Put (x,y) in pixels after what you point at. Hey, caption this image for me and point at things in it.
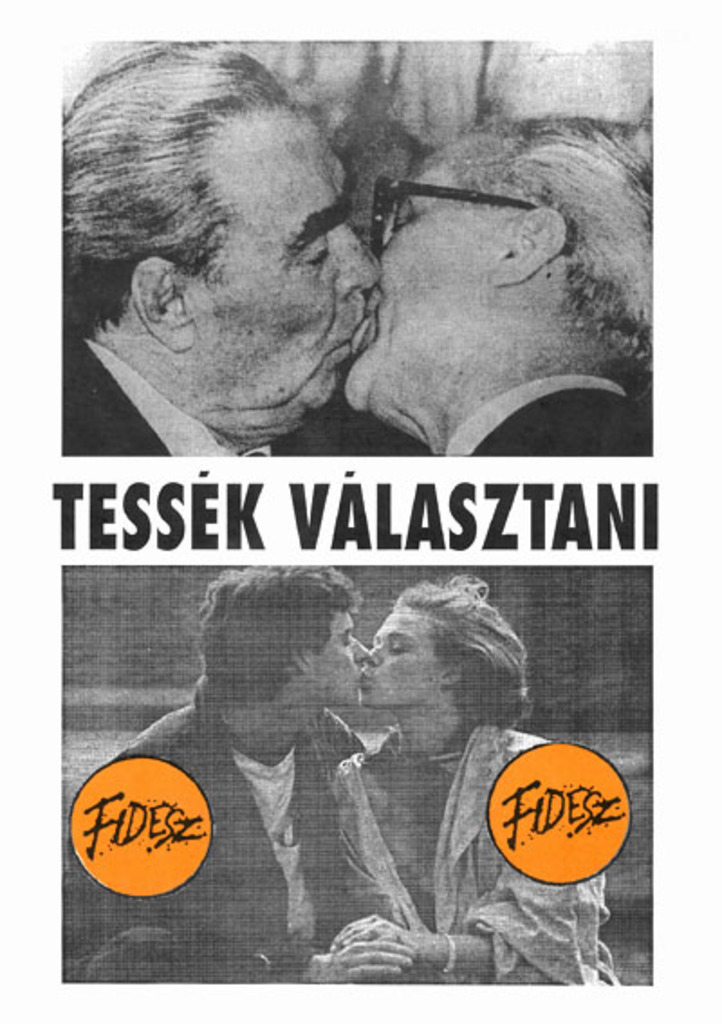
In this image I can see two persons (464,858) sitting and kissing, and I can see something written on the image.
